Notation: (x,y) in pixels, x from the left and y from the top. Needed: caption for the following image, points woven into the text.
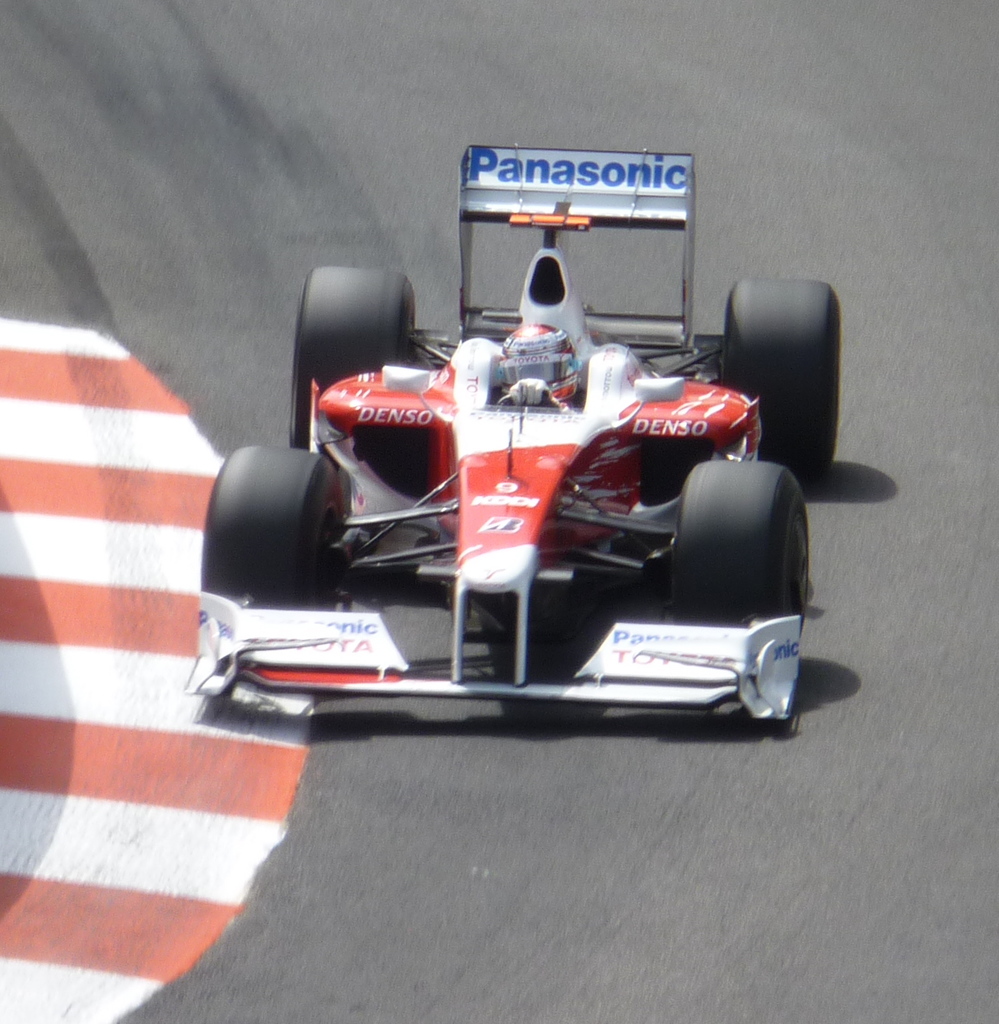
In this image, we can see a car (711,479) on racing track (860,131).
